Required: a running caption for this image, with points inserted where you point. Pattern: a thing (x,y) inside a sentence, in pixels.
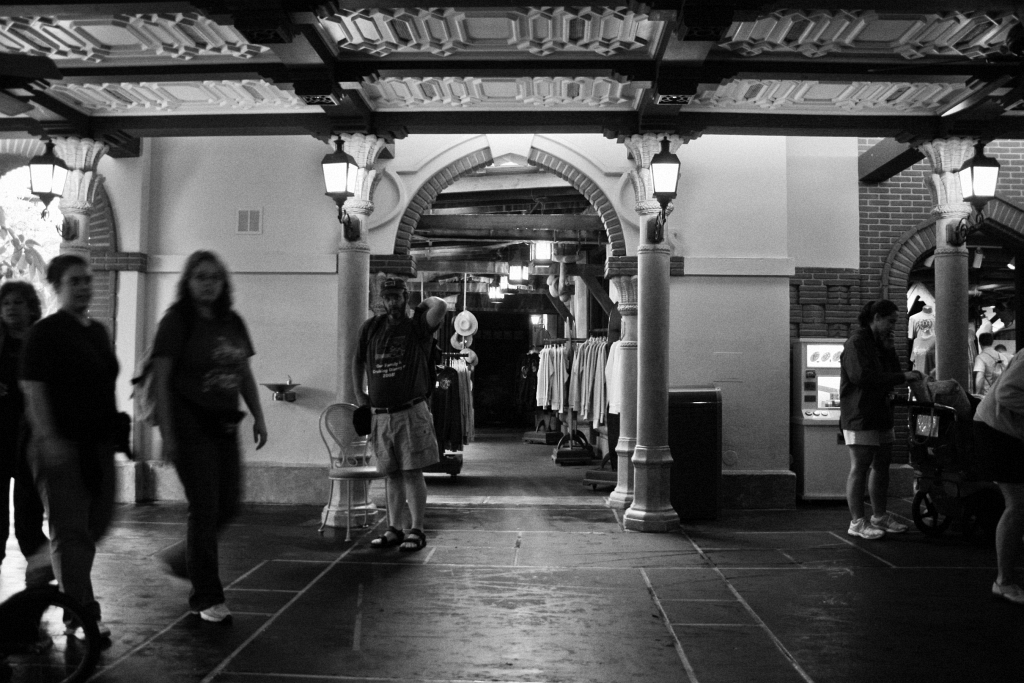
In this image I can see group of people (213,439) are standing. In the background (659,217) I can see lights (665,190) on the pillars (360,265). I can also see a wall (745,295) and some other objects (603,377). This picture is black and white in color.
